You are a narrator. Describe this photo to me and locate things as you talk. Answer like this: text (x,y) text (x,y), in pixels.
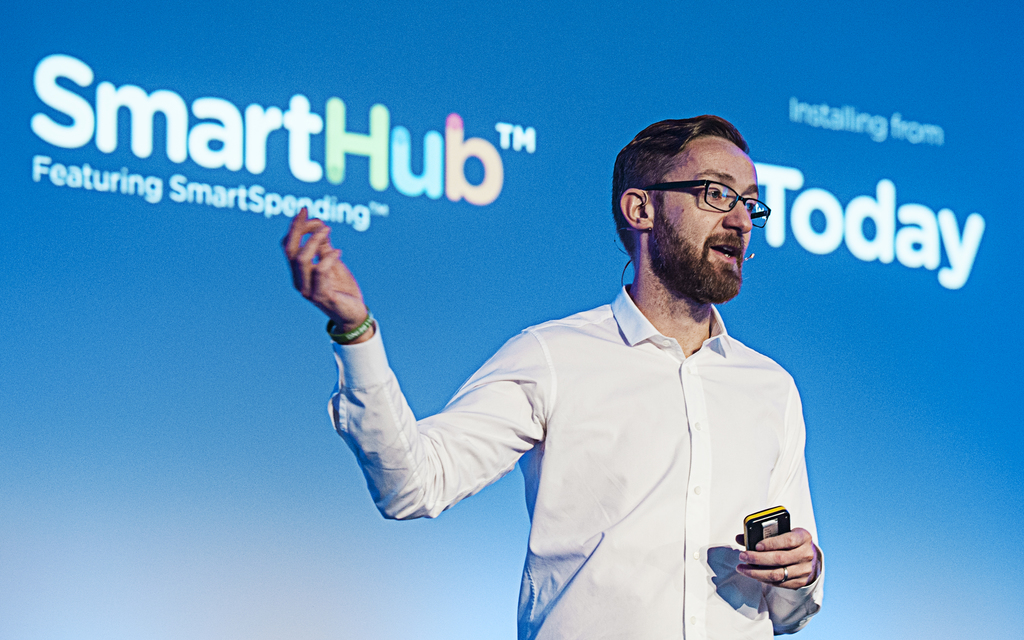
In this image a person (671,392) wearing a white shirt (669,410) is holding a mobile (785,519) in his hand (800,568). He is wearing spectacles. Behind him there is a banner (36,502).
